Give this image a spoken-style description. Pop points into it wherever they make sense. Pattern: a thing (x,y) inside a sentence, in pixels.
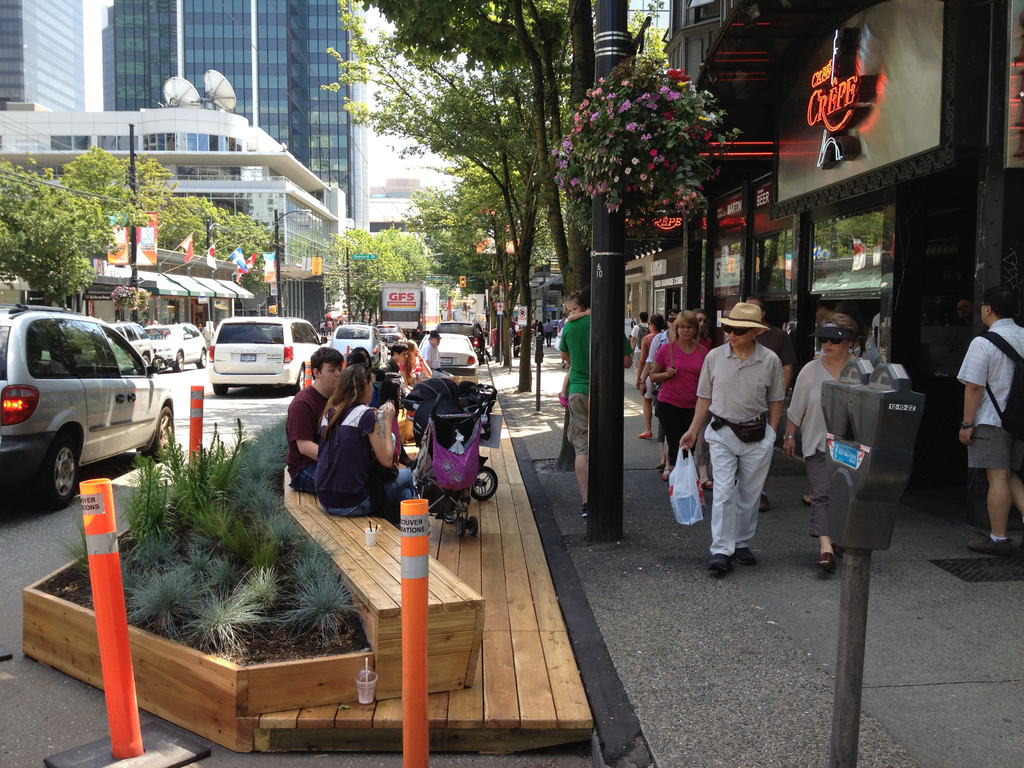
Left side of the image (297,347) there are trees (171,200), vehicle (282,360), flags (178,247), light pole (301,209), banner (149,246) and plants (153,496). Right side of the image (939,204) there are trees (472,223), stores (638,250), pole (617,513) and people (763,383). On footpath (826,650) there are people (742,383). This person (716,383) is holding a plastic bag (686,517). These people (341,482) are sitting on wooden surface (348,529). This is baby chair (456,427).
